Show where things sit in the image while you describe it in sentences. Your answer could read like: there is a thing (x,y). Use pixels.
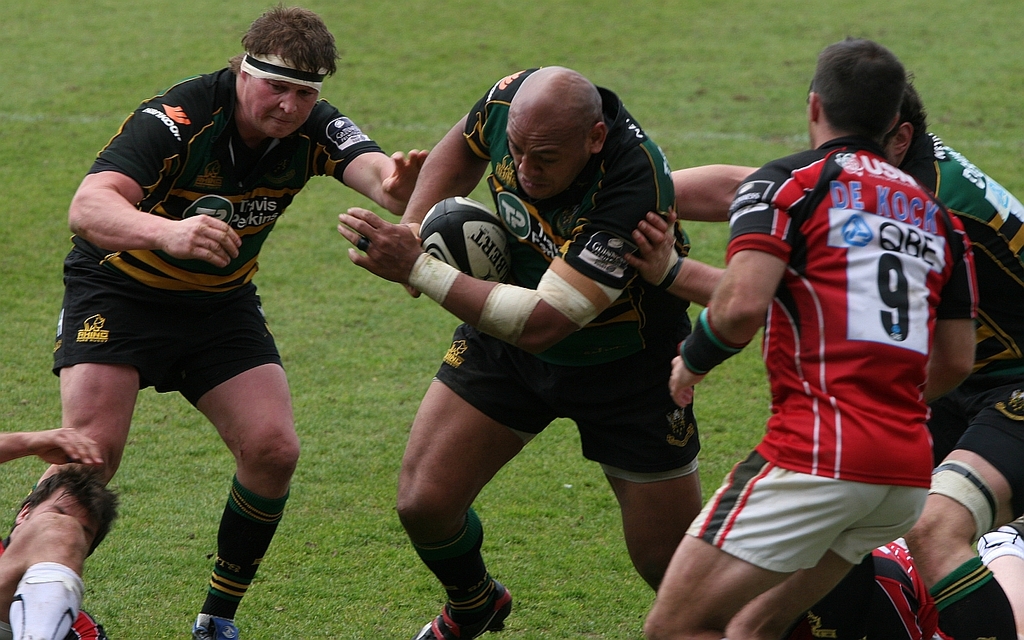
In this image i can see group of people (855,178) playing game there is a ball (488,271) in the image at the ground (387,320) there is a grass (311,386).
